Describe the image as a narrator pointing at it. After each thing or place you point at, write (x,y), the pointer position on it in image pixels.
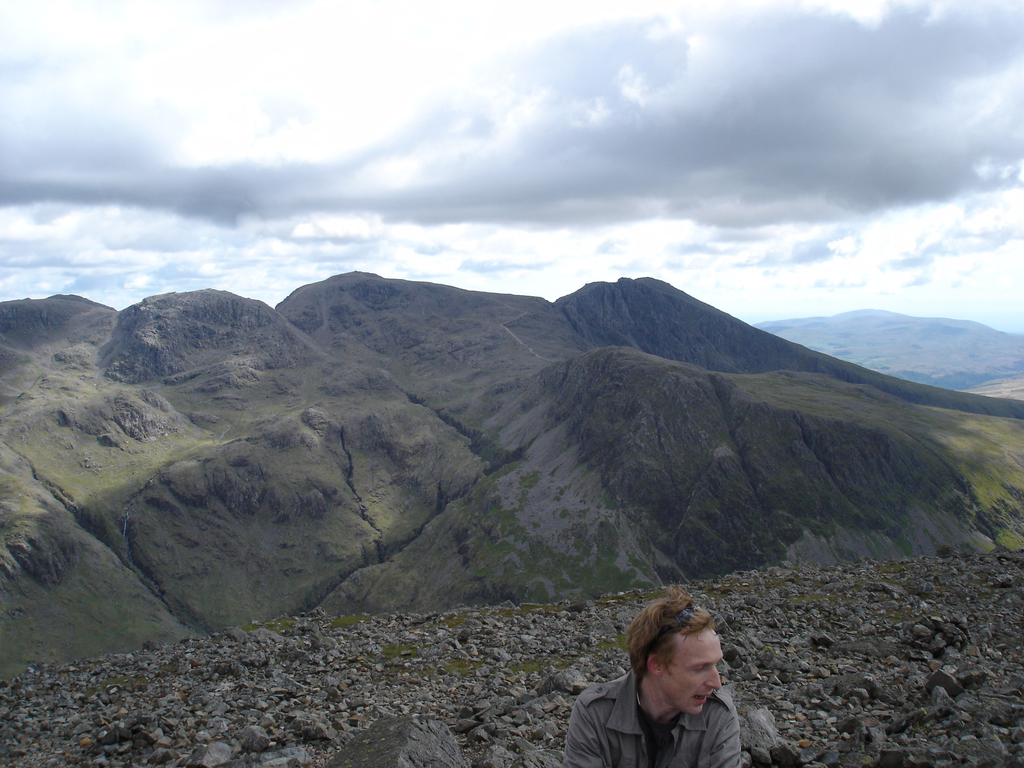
In this image in the front (703,679) there is a person (683,722). In the background (616,478) there are mountains (337,426) and the sky (544,115) is cloudy.
